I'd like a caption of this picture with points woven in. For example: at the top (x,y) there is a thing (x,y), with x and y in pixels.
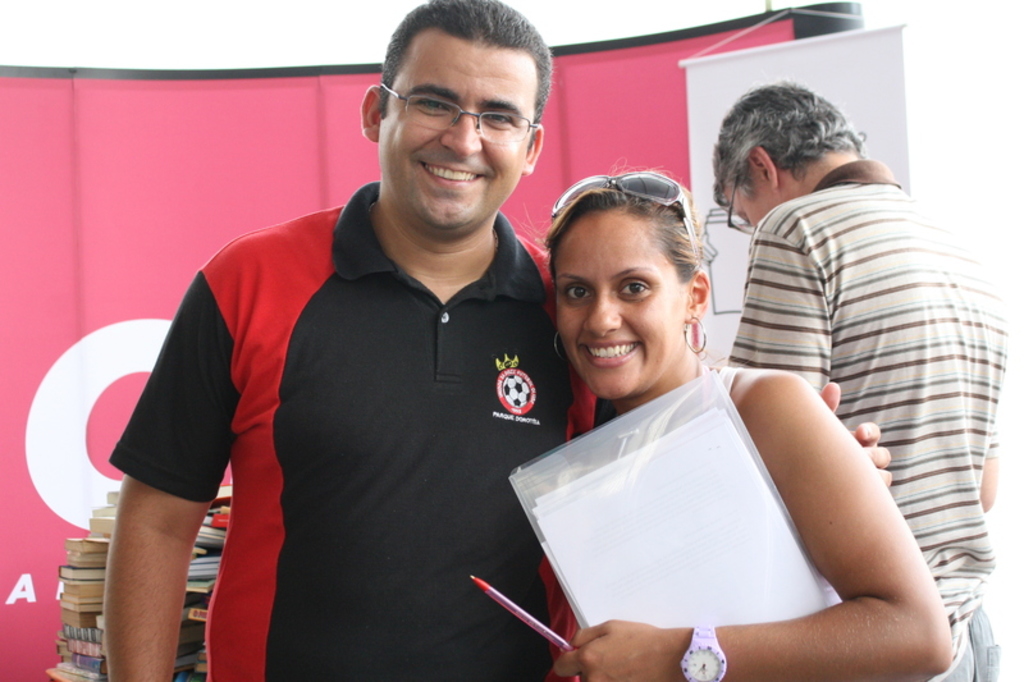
In this image, we can see three people (354,448). Here we can see a man (521,442) and woman (634,346) are watching and smiling. Woman (586,355) is holding a file (659,591) and pen (556,639). Background (14,490) we can see banners (59,515) and books (77,619).
